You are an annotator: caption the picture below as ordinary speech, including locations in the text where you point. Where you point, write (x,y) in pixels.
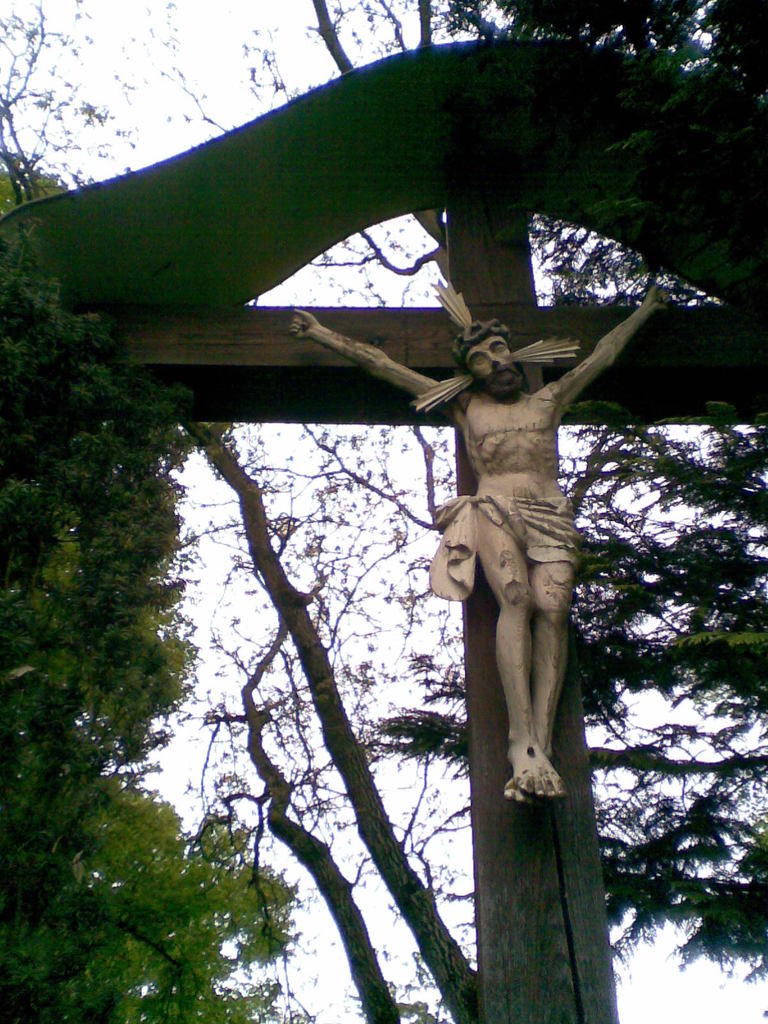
In this image there is a cross (245,380) and statue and there are some trees (137,861), and in the background (316,609) there is sky (295,516).
